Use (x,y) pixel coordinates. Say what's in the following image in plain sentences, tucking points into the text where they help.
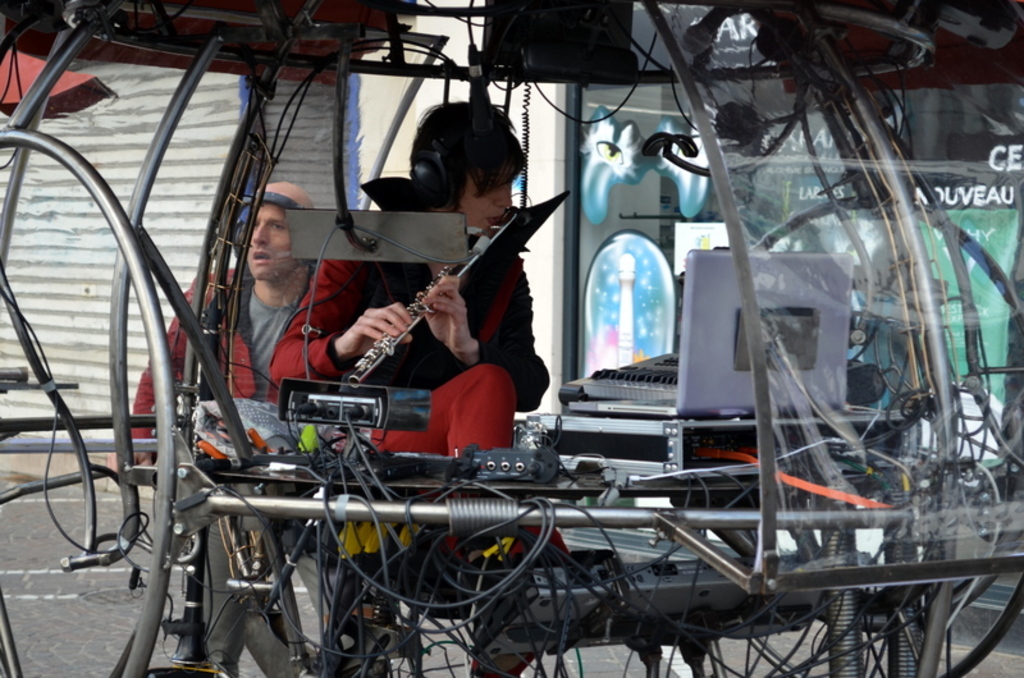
This picture describes about few people (402,345), in the middle of the image (402,345) we can see a man (365,337), he is playing musical instrument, in front of him we can find few metal rods (437,524) and musical instruments (549,468).
